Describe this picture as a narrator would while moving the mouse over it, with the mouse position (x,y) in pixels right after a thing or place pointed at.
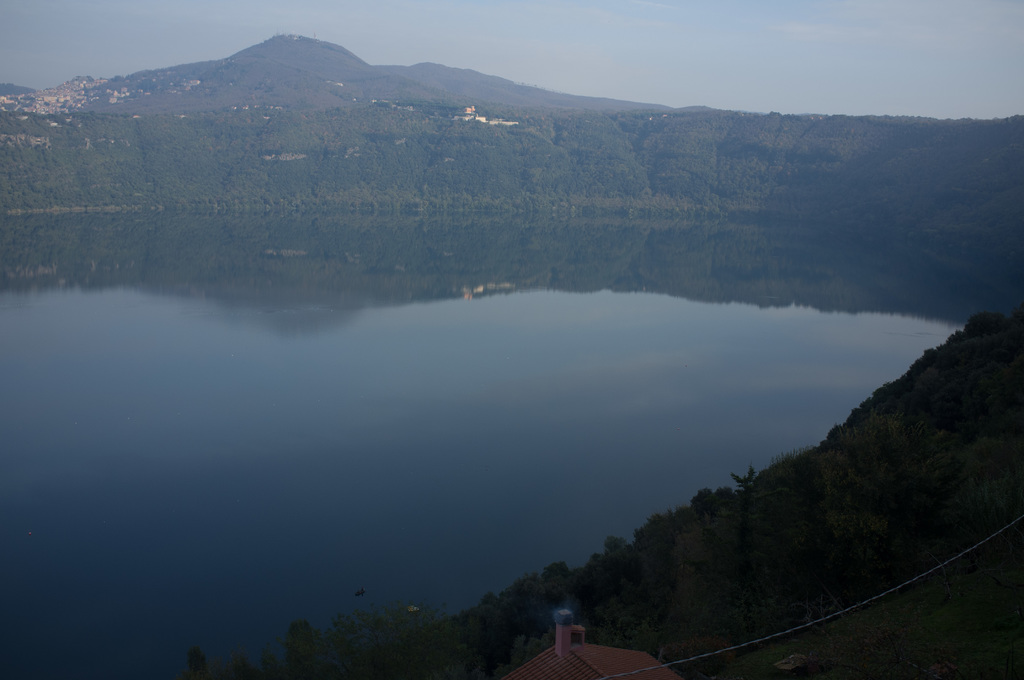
In this picture I can see trees (553,193) and buildings (467,113) and I can see hill (338,69) and water (498,473) and I can see a blue cloudy sky (452,15).
